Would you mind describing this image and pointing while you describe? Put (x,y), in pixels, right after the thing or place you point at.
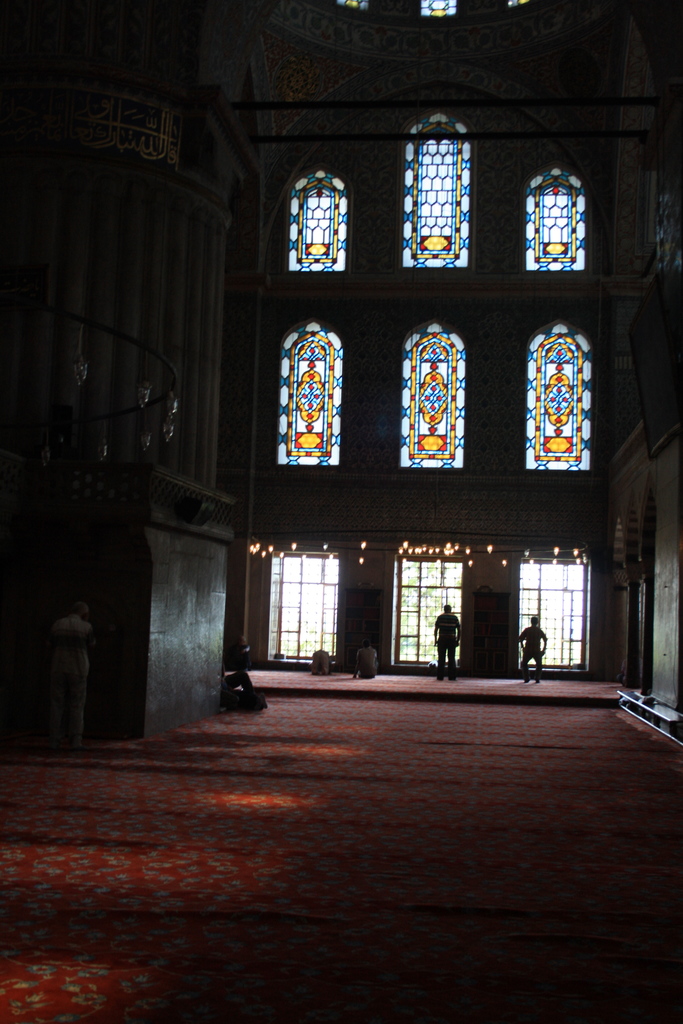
In this image, we can see the carpet (581,1003) on the floor (592,694), there are some persons (452,676) standing and we can see some windows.
